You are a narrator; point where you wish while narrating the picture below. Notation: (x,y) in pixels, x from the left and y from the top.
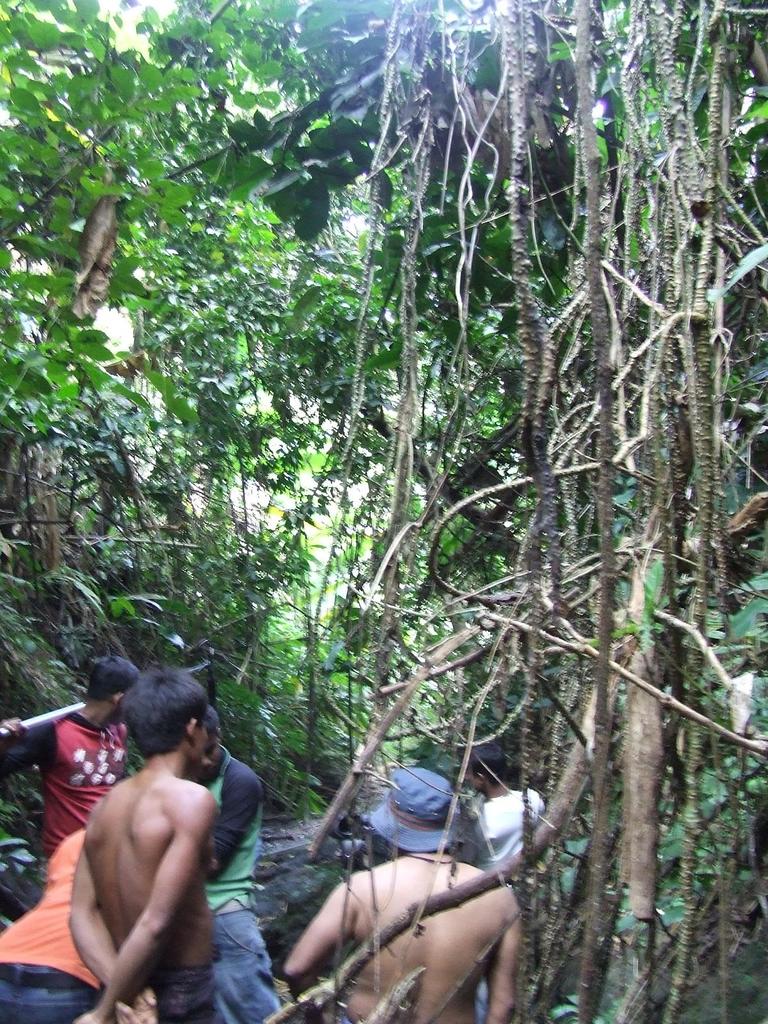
On the left side (158,881) a group of persons (176,919) are walking, in the middle (372,562) there are trees (544,345) in this image.
